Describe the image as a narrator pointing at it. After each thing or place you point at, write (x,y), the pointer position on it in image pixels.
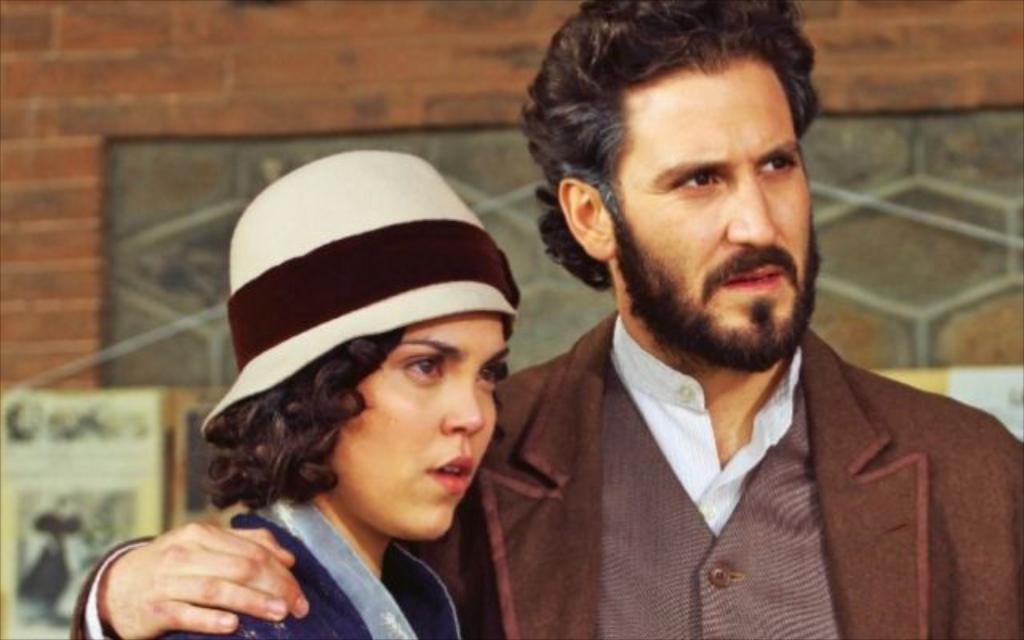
In this image in front (770,510) there are two persons (617,369). Behind them there is a wall (73,340).
